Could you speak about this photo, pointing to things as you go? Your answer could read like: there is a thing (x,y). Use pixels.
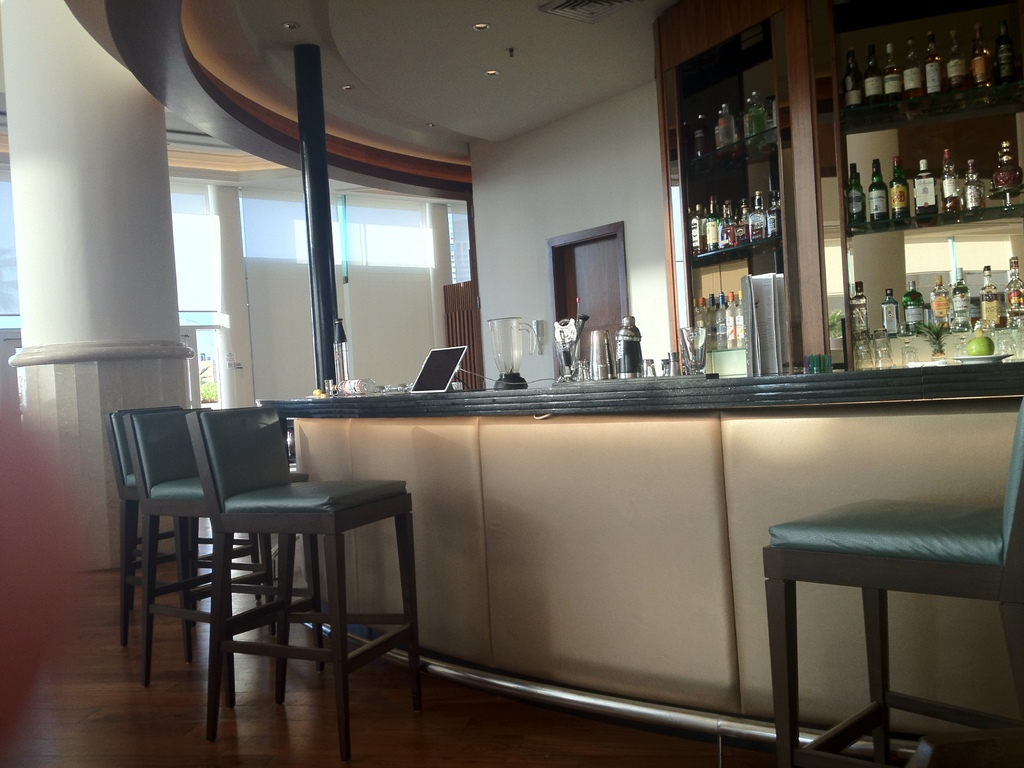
In this image it seems like it is a restaurant (583,393) in which there is a desk (641,415) in the middle (671,397). On the desk (716,388) there are jars (506,342), bottle (346,360) and cups (668,371) on it. Beside the desk (591,414) there are four chairs (845,550). In the background (845,90) there are wine bottles (896,212) kept in the shelves (895,225). At the top (432,86) there is ceiling (467,75) with the lights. On the left side (102,160) there is a pillar (89,231). On the right side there is a door (589,280) to the wall (577,176).
